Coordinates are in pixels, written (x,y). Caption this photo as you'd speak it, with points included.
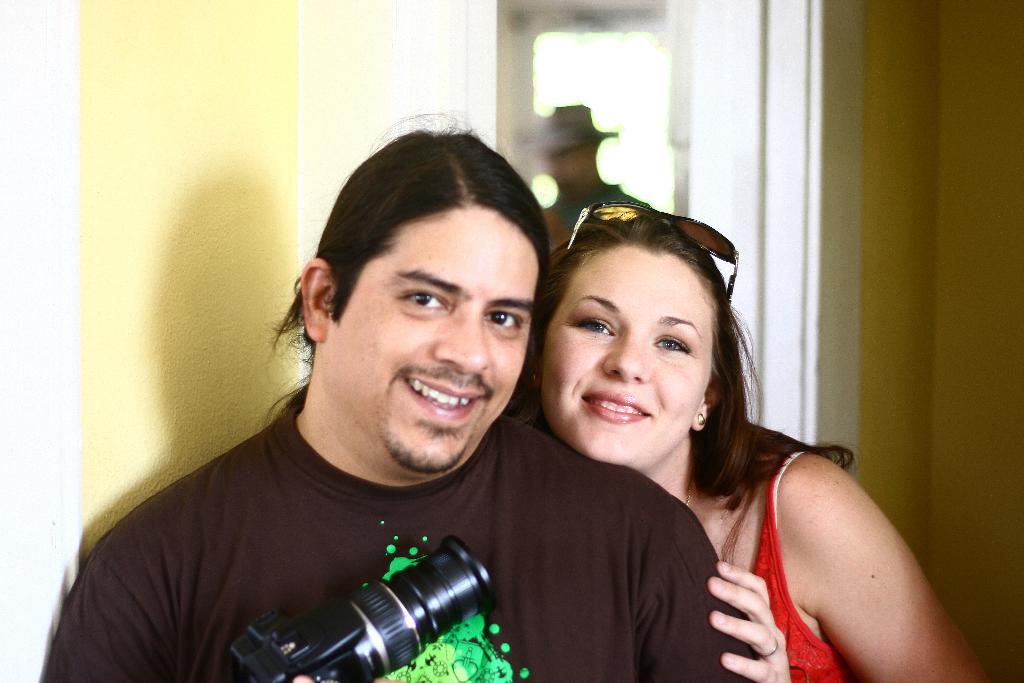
In this image I can see a man (328,513) and a woman (719,476) are smiling and giving pose to the picture. The man (356,538) is holding a camera (335,659) in his hand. In the background (570,148) there is another person (563,137) is wearing a cap (576,124) on his head (577,127). In the background (155,228) I can see a wall (155,228).
